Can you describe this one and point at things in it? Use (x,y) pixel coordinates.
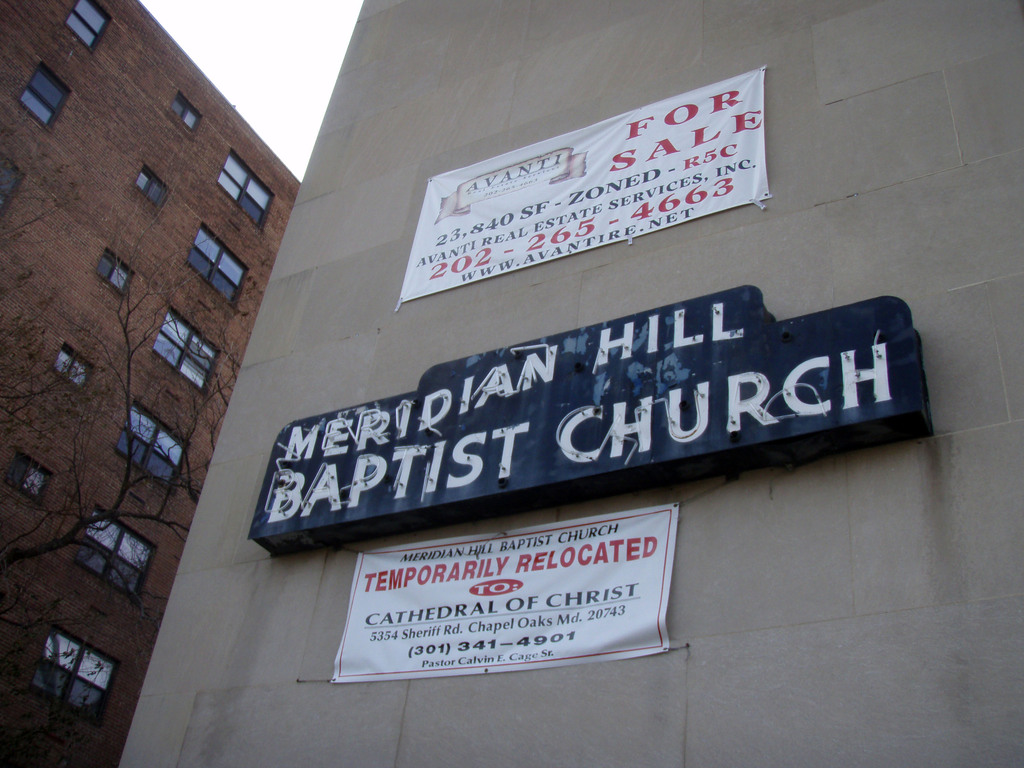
In this image there are trees (140,299) and buildings (329,350), on the buildings (693,529) there are name boards (593,486) and banners (732,164).
